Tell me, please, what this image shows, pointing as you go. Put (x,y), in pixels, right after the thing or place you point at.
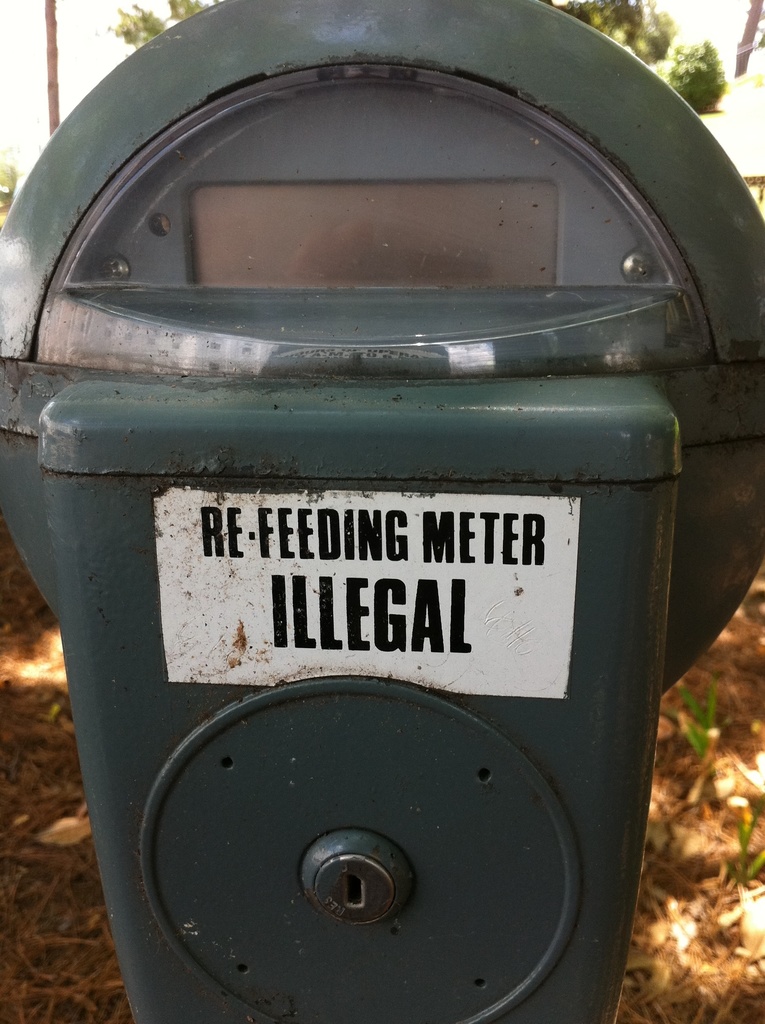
In this image we can see a refeeding meter (349,681) which is placed on the surface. On the backside (641,49) we can see a pole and a tree (564,8).
